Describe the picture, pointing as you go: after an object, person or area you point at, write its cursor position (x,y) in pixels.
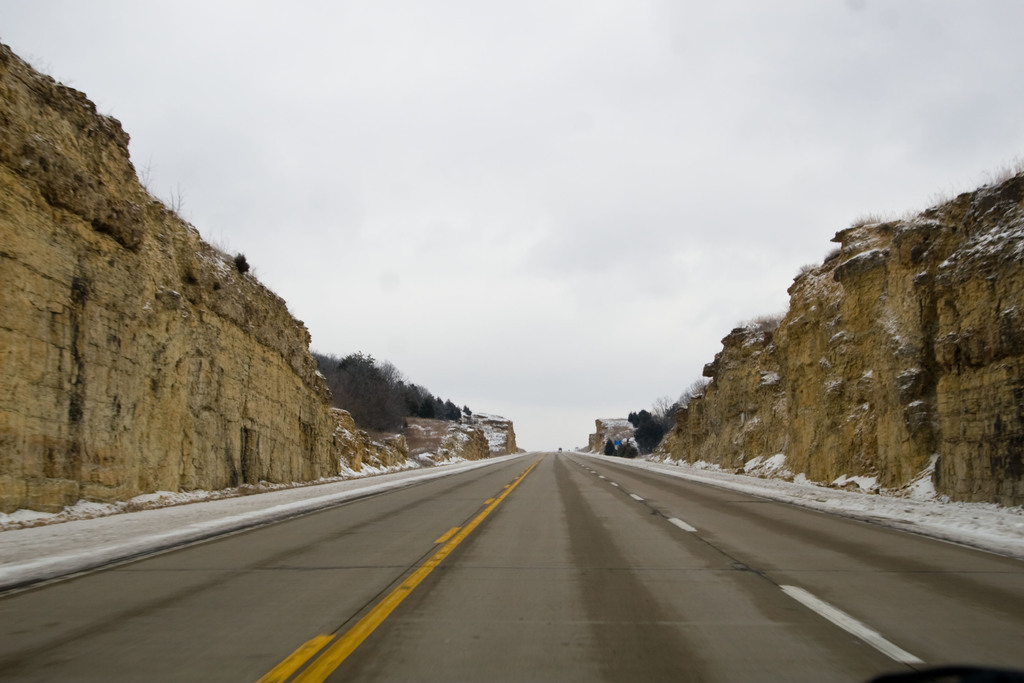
In this image there is a road (546,527). There are markings (470,526) on the road (706,522). On the either sides of the road (758,545) there is snow (818,490) on the ground (177,511). On the either sides of the image there are rocky mountains (865,313). In the background (369,379) there are trees (409,390). At the top (463,165) there is the sky (478,181).
